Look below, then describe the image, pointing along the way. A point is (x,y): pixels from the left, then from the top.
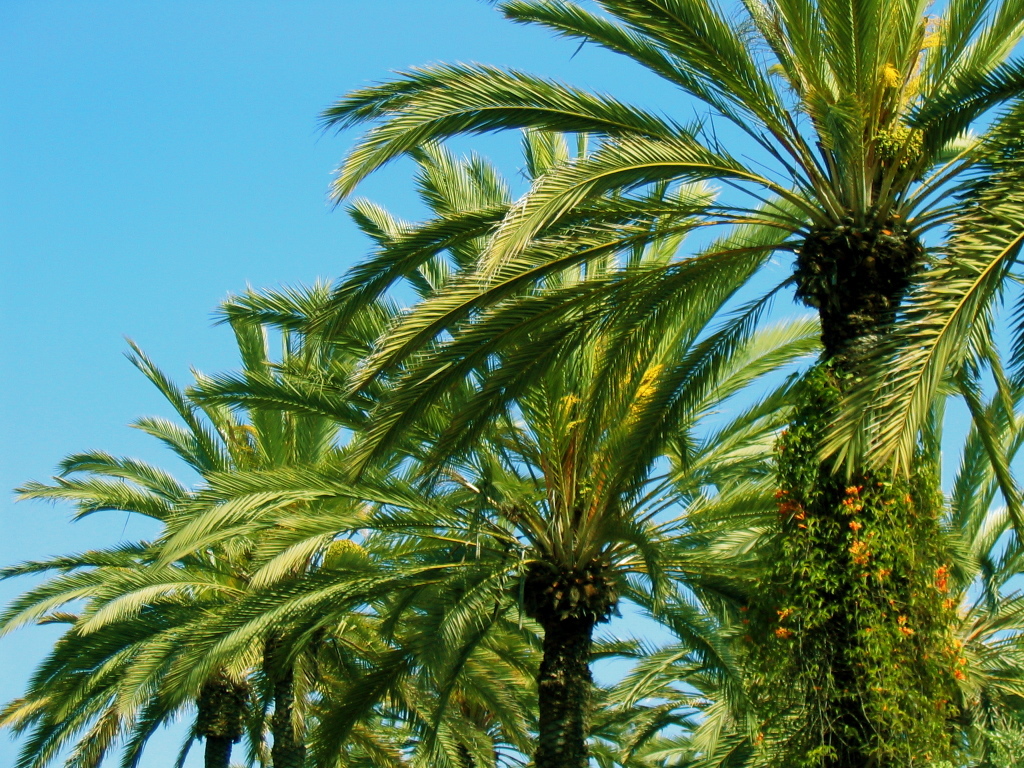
In the center of the image (583,508) we can see trees (632,360). On the right side of the image (923,526) we can see climbing plants (895,600), flowers (848,502). In the background of the image (220,213) there is a sky (313,181).
